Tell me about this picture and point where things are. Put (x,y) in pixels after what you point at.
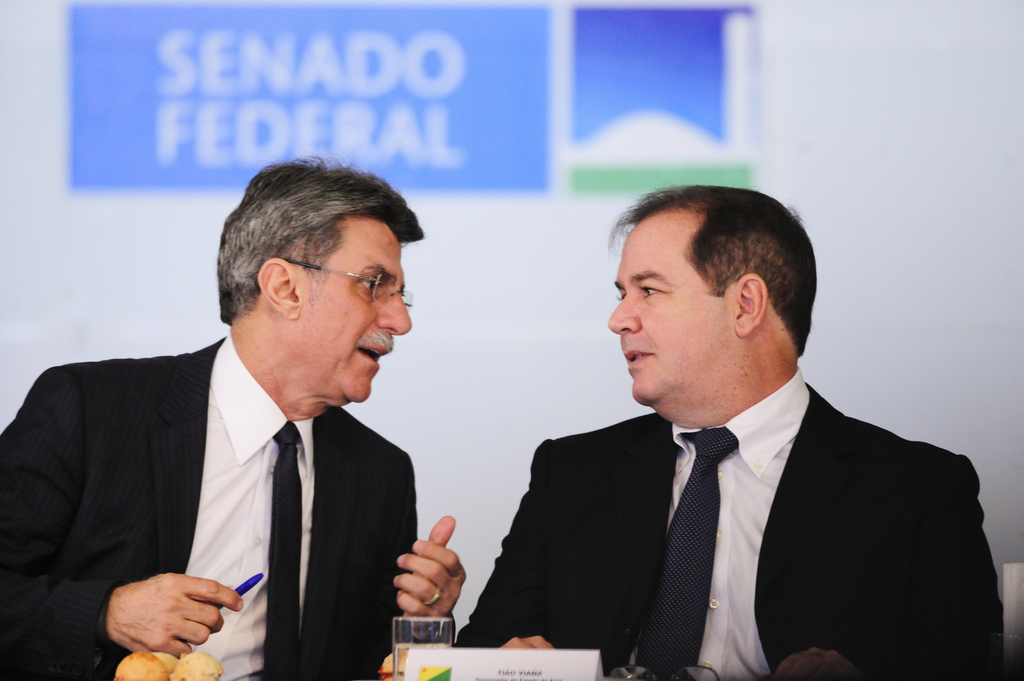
In this picture we can see two men (352,355), in front of them we can find a glass (445,621), name board (459,673) and other things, in the background (437,333) we can find a poster (745,167) on the wall (863,230).
